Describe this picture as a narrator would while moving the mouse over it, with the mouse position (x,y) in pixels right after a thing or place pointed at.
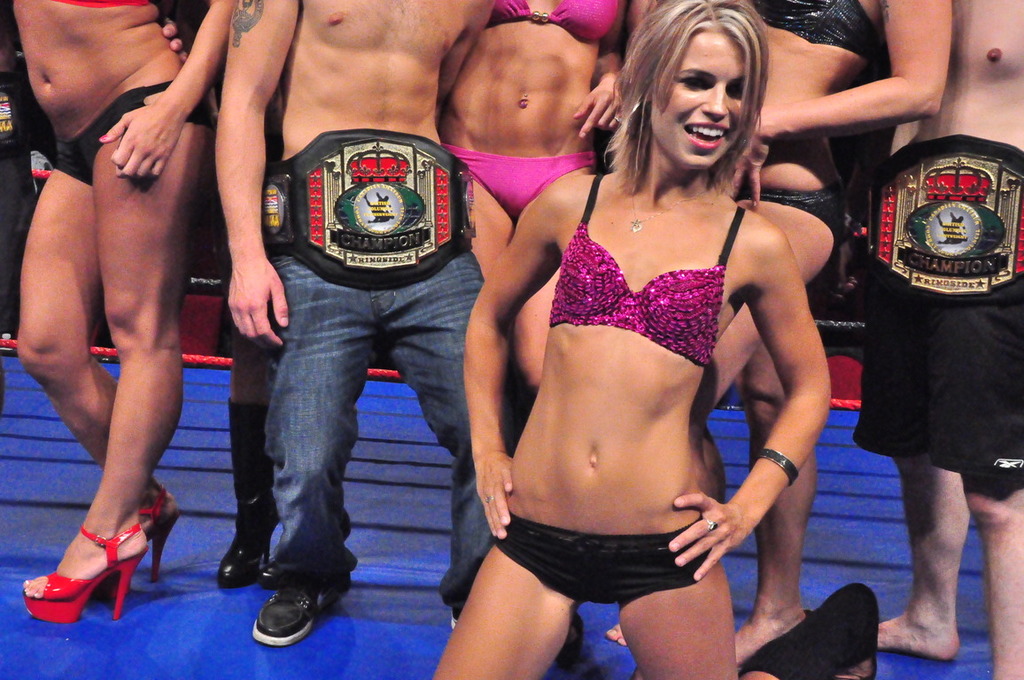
In this image we can see men (369,337) and women (810,398) standing on the floor (837,414).
